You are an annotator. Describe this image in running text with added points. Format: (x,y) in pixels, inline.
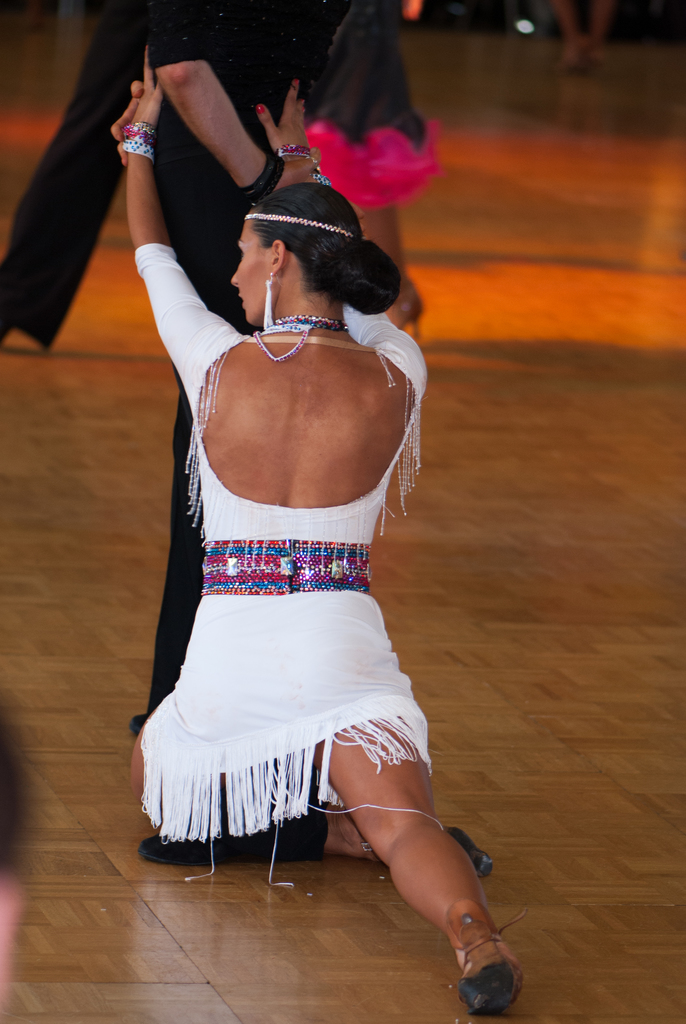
In this image I can see a group of people (314,707) are performing a dance on the floor (423,643) and lights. This image is taken may be in a hall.
